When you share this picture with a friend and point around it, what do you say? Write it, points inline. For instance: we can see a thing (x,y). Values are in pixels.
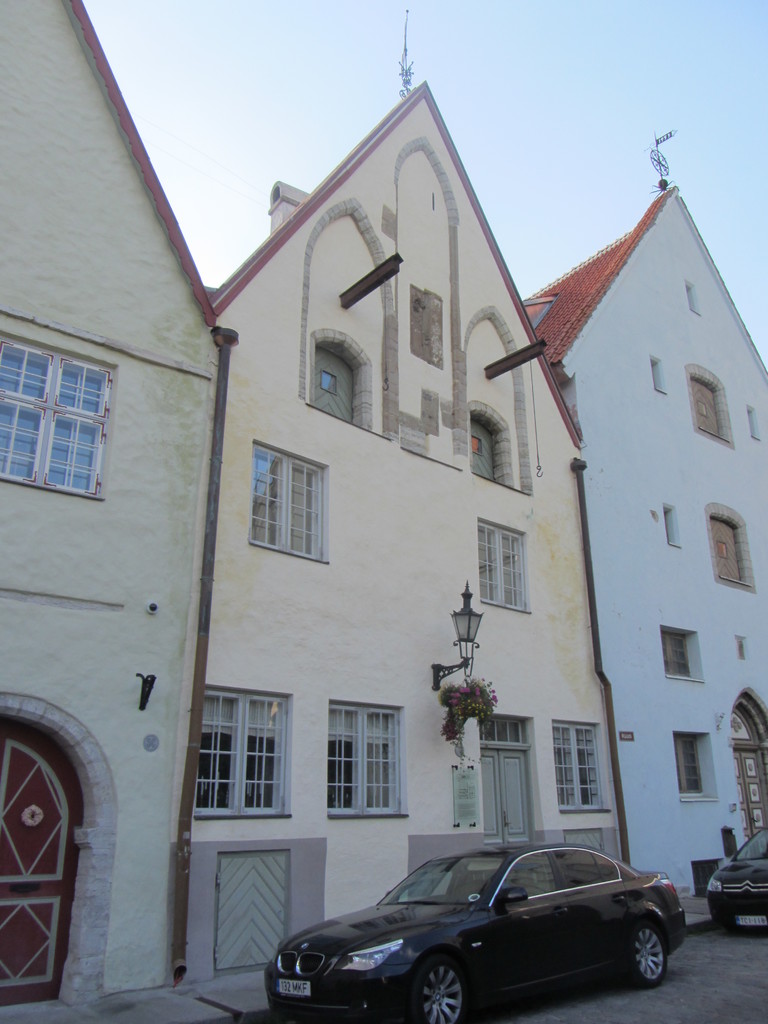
In this image we can see cars (484,930) parked on the side of the road (753,954), we can see lights (463,595), houses (501,619) and the plain sky (221,14) in the background (255,129).
